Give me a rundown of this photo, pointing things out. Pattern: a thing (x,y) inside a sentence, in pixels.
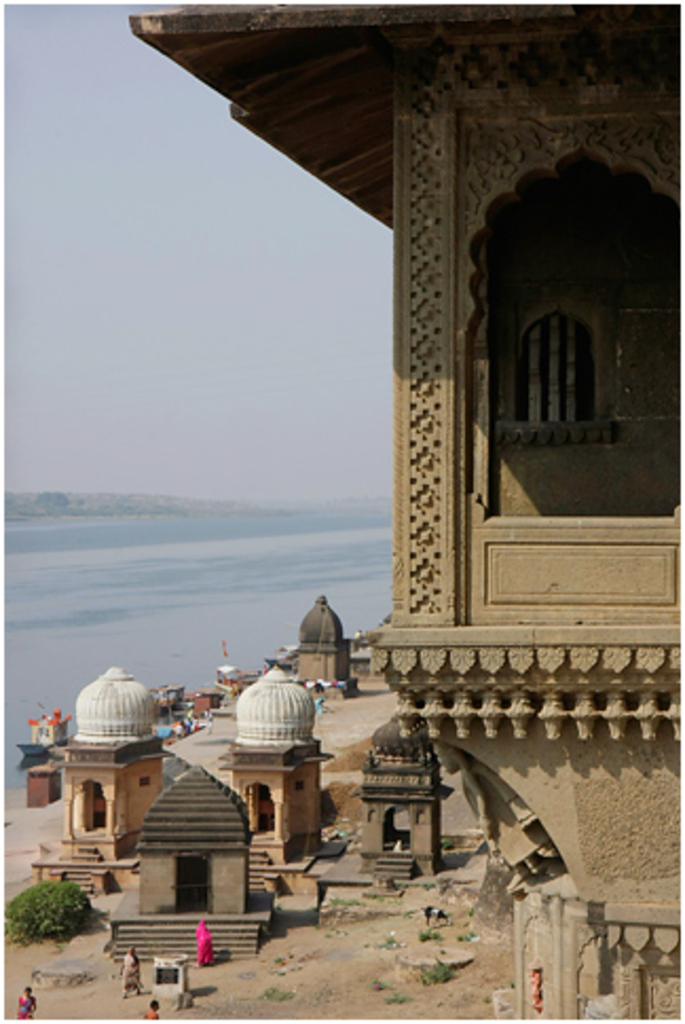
In the image we can see there are people (30,1009) standing on the ground (269,953). There are tombs (74,745) and buildings (413,652). Behind there is a river (128,598) and there is a clear sky (159,301).
